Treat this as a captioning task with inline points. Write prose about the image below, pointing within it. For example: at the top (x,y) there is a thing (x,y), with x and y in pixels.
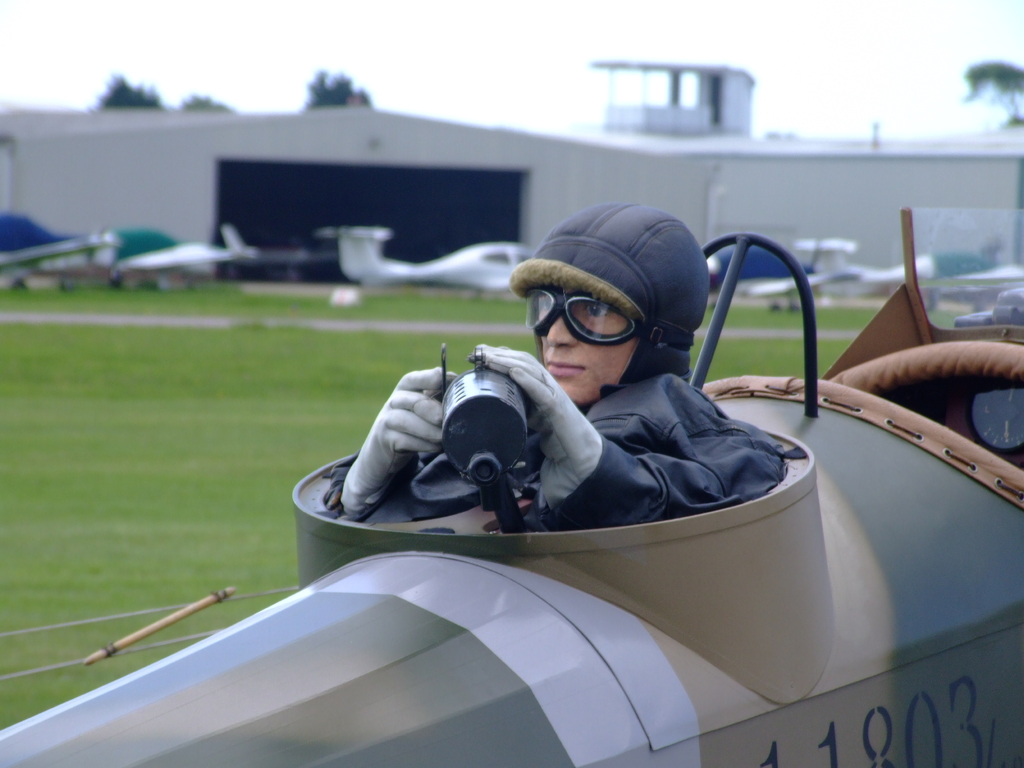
In this image there are planes (467,650), a person (663,384), shed (211,131), tree (1013,70), grass (336,359), sky (448,11) and objects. A person (605,280) wore goggles (589,341) and holding an object (487,412). In the background of the image (502,339) it is blurry.
